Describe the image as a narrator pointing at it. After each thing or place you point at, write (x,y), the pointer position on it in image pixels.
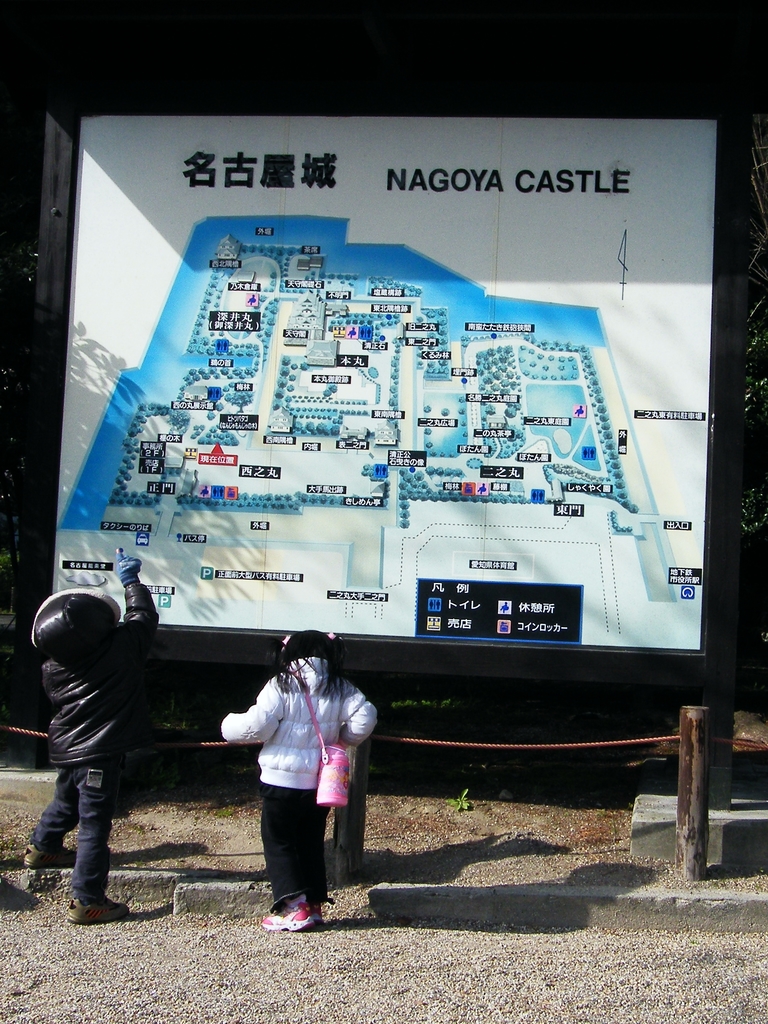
In this image we can see two children (293,754) standing near a large board (293,493). We can also see a rope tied to a pole (701,788).
